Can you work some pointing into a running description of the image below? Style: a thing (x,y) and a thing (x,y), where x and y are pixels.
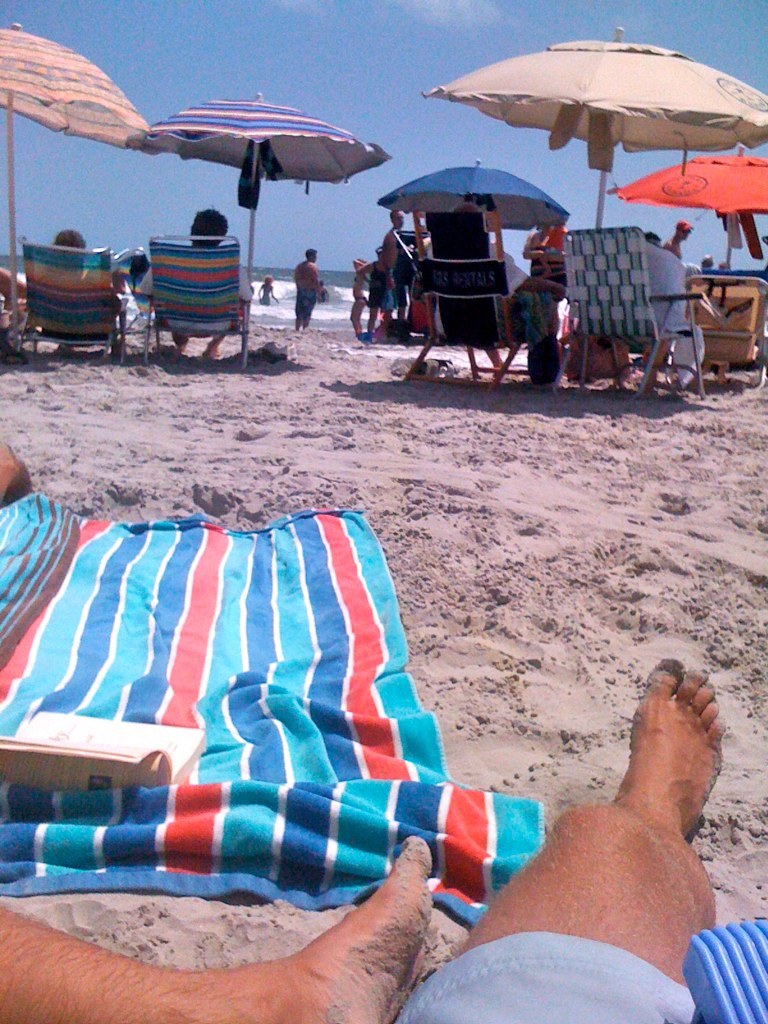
In this image I can see few tents (454,202) visible at the top (658,110), under the tents (79,80) I can see chairs (67,272) and some persons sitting on chairs (624,261), at the bottom (494,923) I can see person leg (595,834) and a colorful cloth (161,642) and a book (135,775) kept on the cloth (265,781), and at the top (277,77) I can see the sky (390,52).
